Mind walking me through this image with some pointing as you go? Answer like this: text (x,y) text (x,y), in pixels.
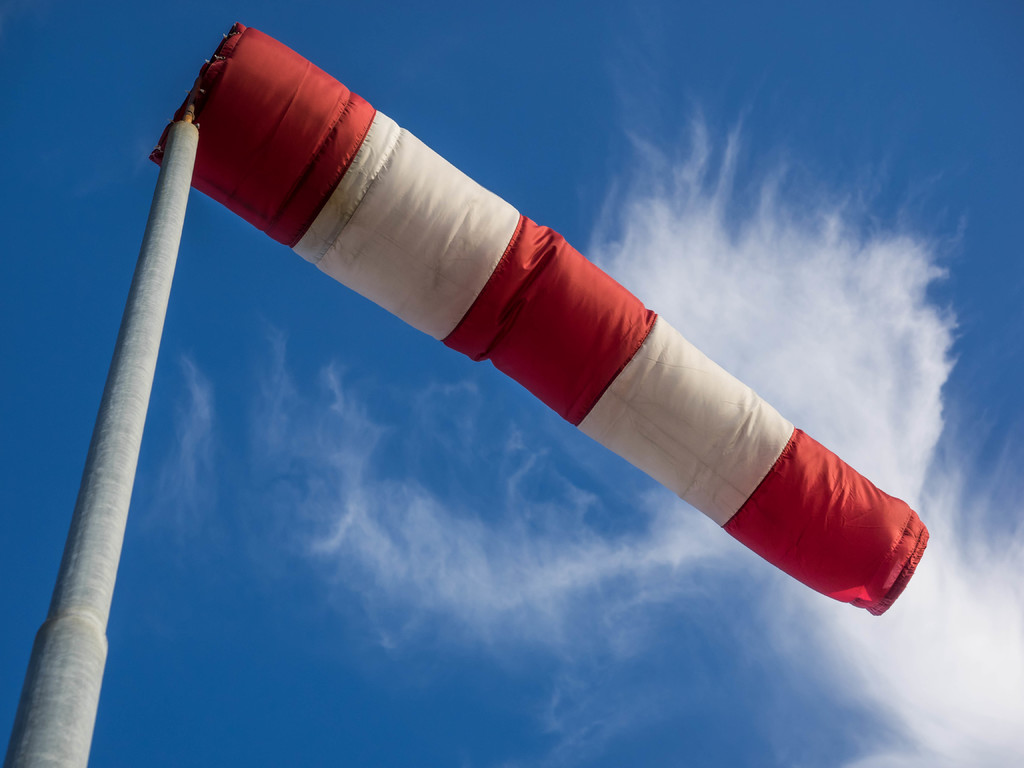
In this image we can a wind sock (738,375). We can see the clouds (983,751) in the sky (806,101).
